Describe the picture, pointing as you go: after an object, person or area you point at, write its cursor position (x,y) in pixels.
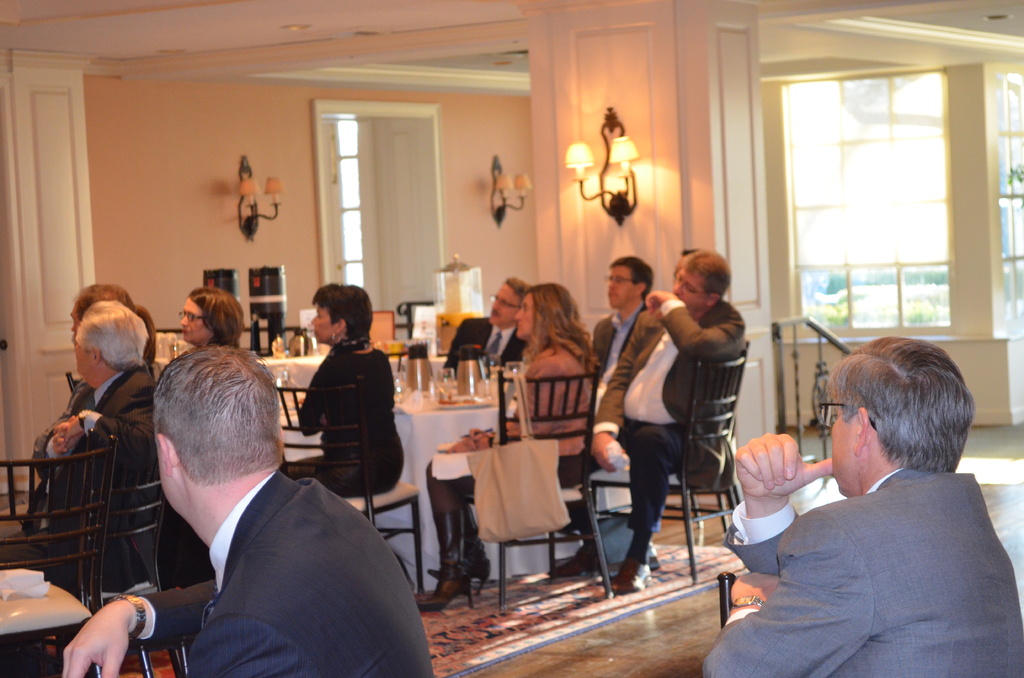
The picture is taken in a closed room (511,67) in which there are people (787,446) sitting on the chairs (384,499) in front of them there is a table (435,415) where glasses (448,382), kettles (470,382) and plates (441,403) are present and behind them there is a pillar (765,231) on which lights (621,179) are attached and there is one door (323,186) and a wall (148,105) and there are stairs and outside the building (872,264) trees (860,318) are present.
